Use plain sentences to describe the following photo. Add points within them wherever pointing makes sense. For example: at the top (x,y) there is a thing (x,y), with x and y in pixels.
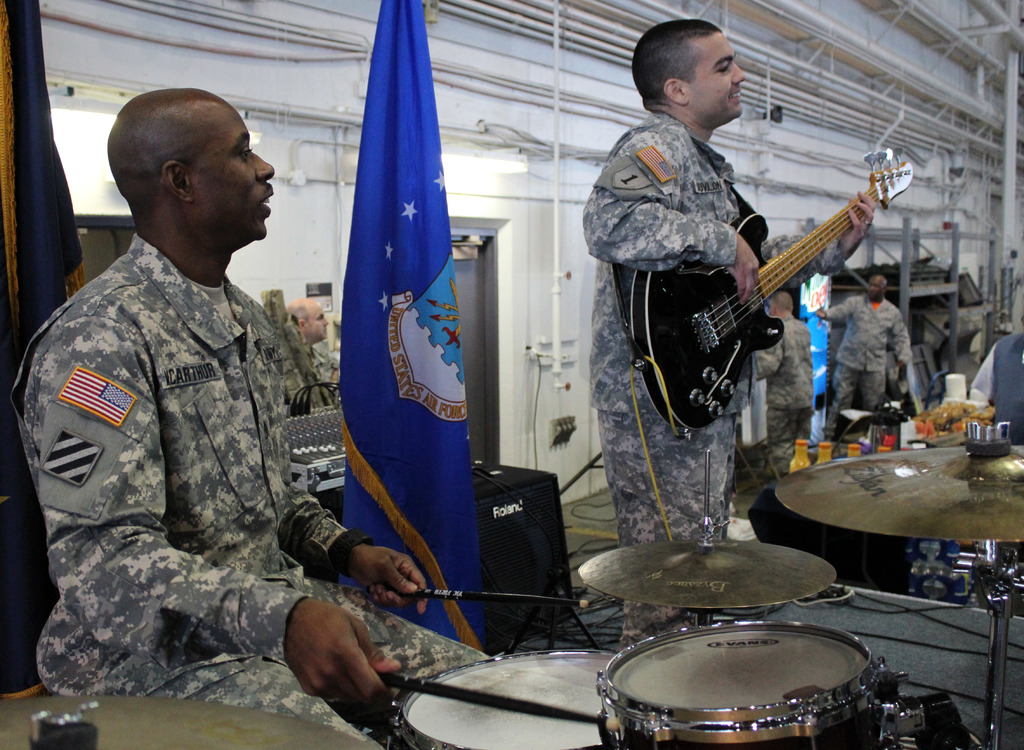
This man (706,189) is playing guitar (741,358). Another person (261,674) is playing this musical instruments (499,693) with sticks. Here we can see people (891,319), device (331,456) and flags (40,286).
